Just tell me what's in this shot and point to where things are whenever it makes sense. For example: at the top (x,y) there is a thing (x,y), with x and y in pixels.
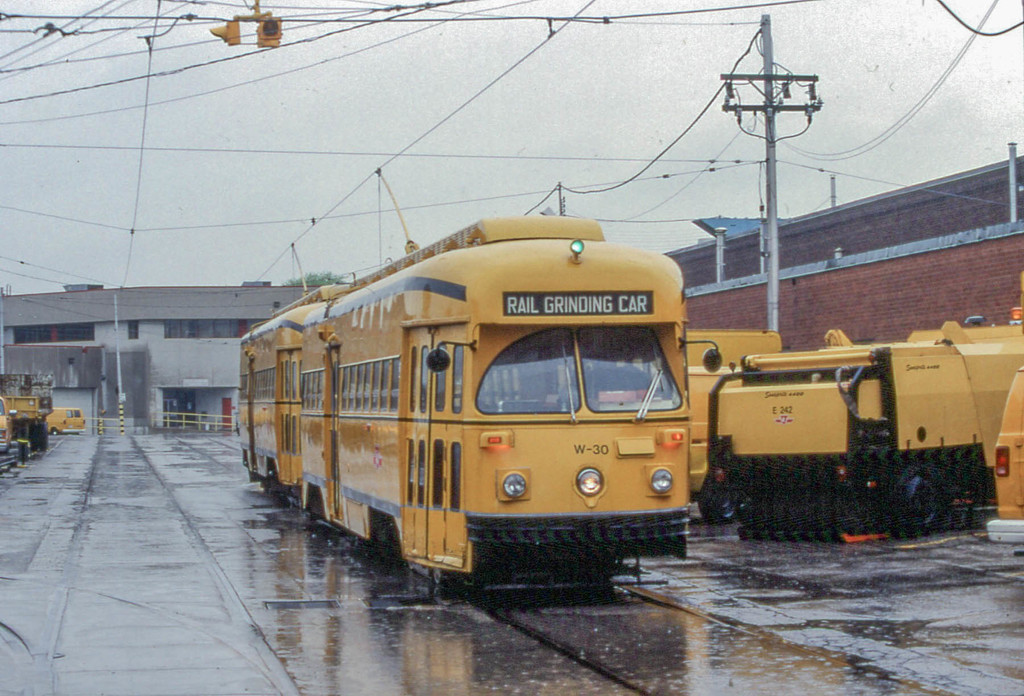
In the picture we can see a train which is yellow in color on the track (798,645), just beside to it, we can see some vehicles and house buildings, in the background (84,412) also we can see some buildings (103,377) and some poles (101,426) and we can also see a sky (196,176).
